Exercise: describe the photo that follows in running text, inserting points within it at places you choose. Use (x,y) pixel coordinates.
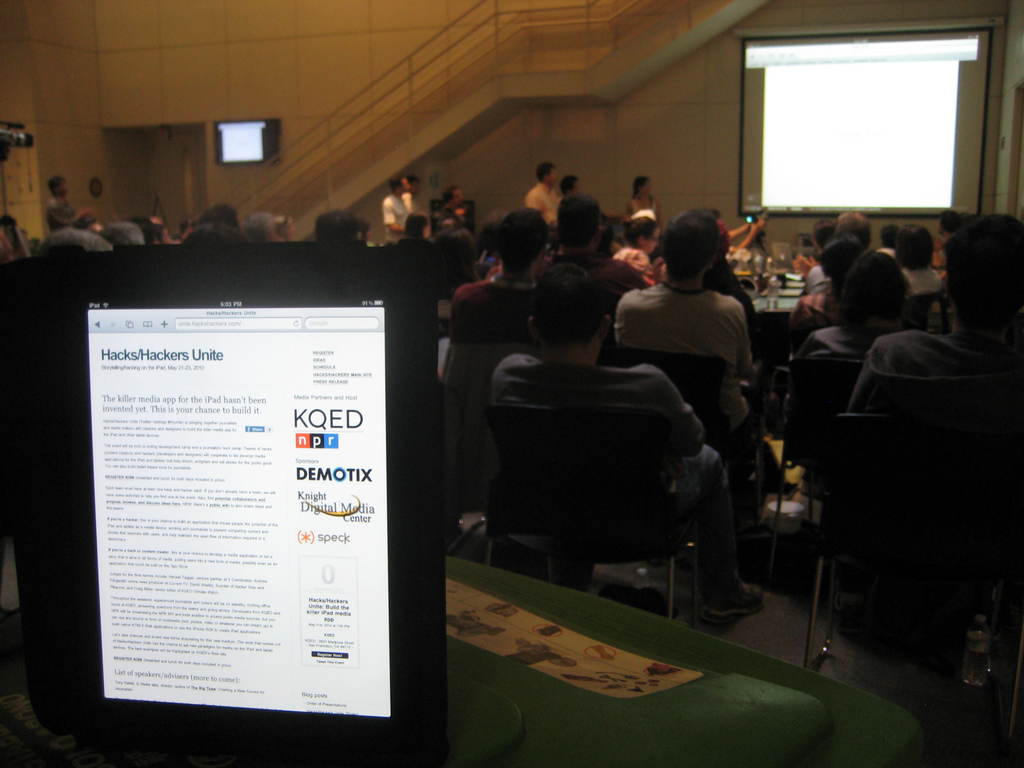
As we can see in the image there are few people (501,222) here and there, table (798,278), screen (862,194), stairs (473,119) and there is a wall (333,91).
